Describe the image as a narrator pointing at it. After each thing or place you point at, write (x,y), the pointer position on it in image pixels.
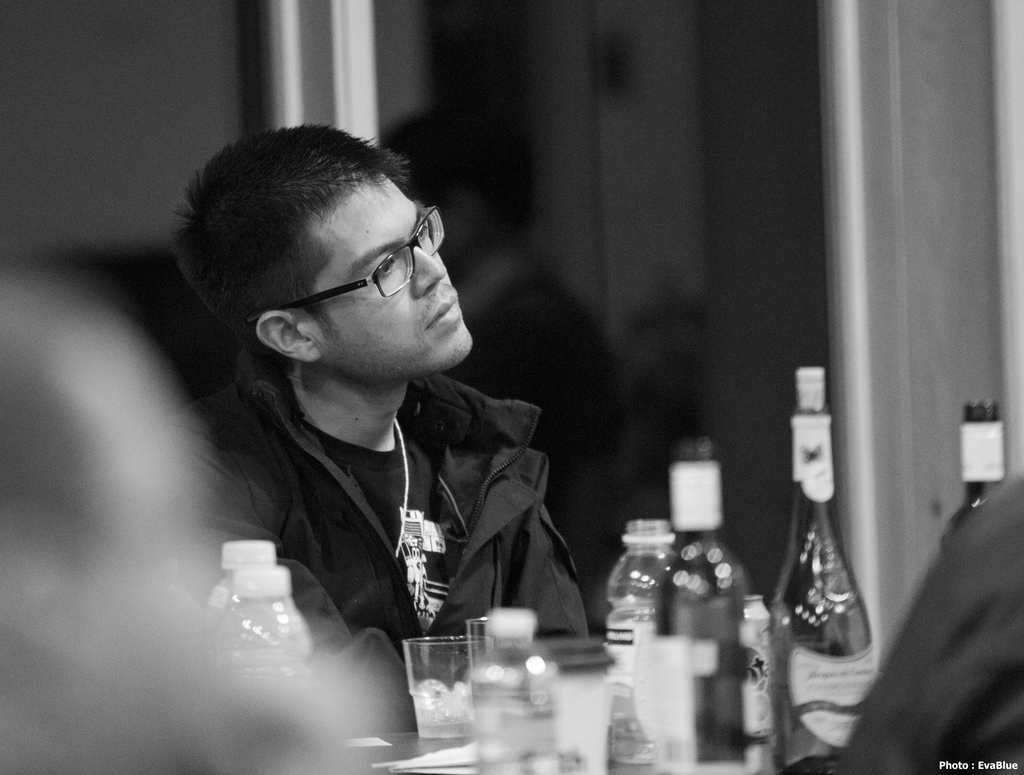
In this image a person (391,548) wearing black color dress (515,517) sitting and in front of him there are bottles (697,591), glasses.
